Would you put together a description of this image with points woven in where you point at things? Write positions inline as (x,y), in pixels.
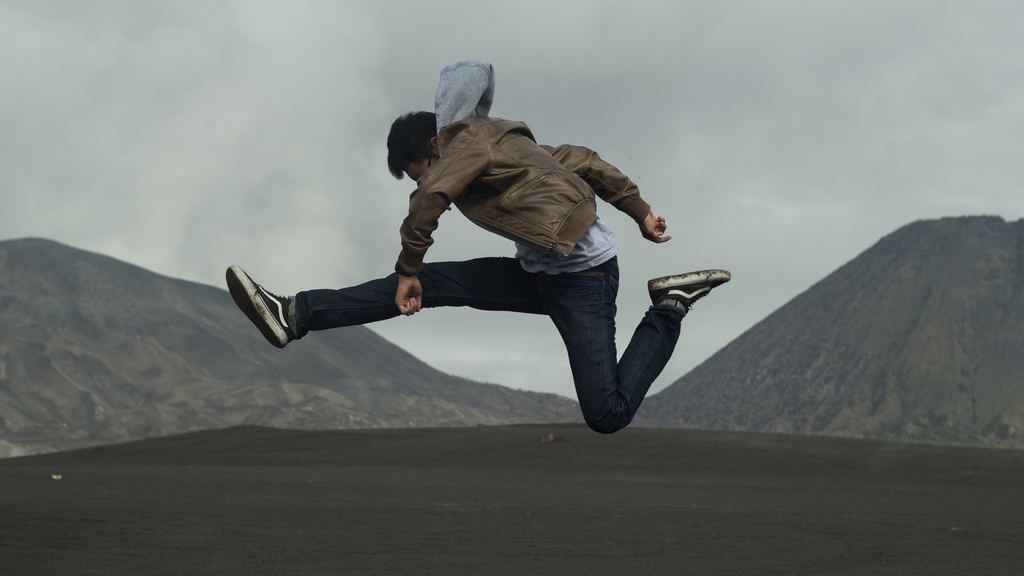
This looks like an edited image. This is the man (344,308) jumping. He wore a jerkin (549,224), T-shirt (587,252), trouser (595,322) and shoes (664,286). In the background (275,384), these look like the hills (535,406). This is the sky (587,59).
